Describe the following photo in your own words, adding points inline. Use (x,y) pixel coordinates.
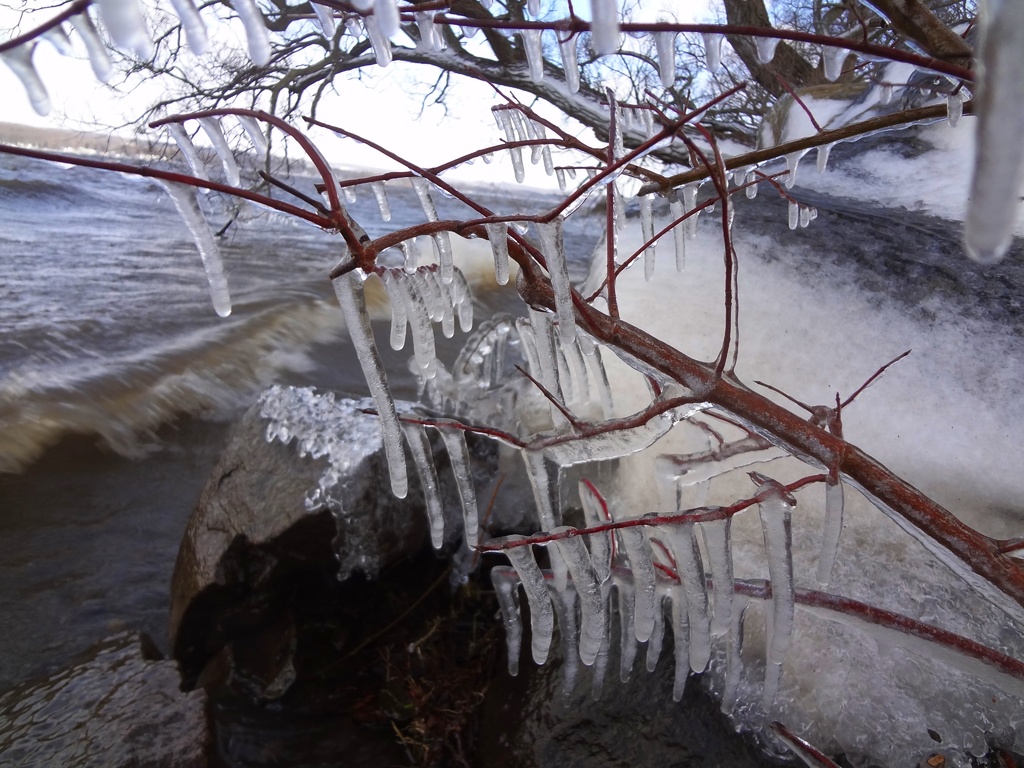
In the foreground of this image (570,530), there is water (553,470) frozen on a tree (646,340). In the background (474,453), there is a stone (277,581) water (127,328) and the sky (72,79).
